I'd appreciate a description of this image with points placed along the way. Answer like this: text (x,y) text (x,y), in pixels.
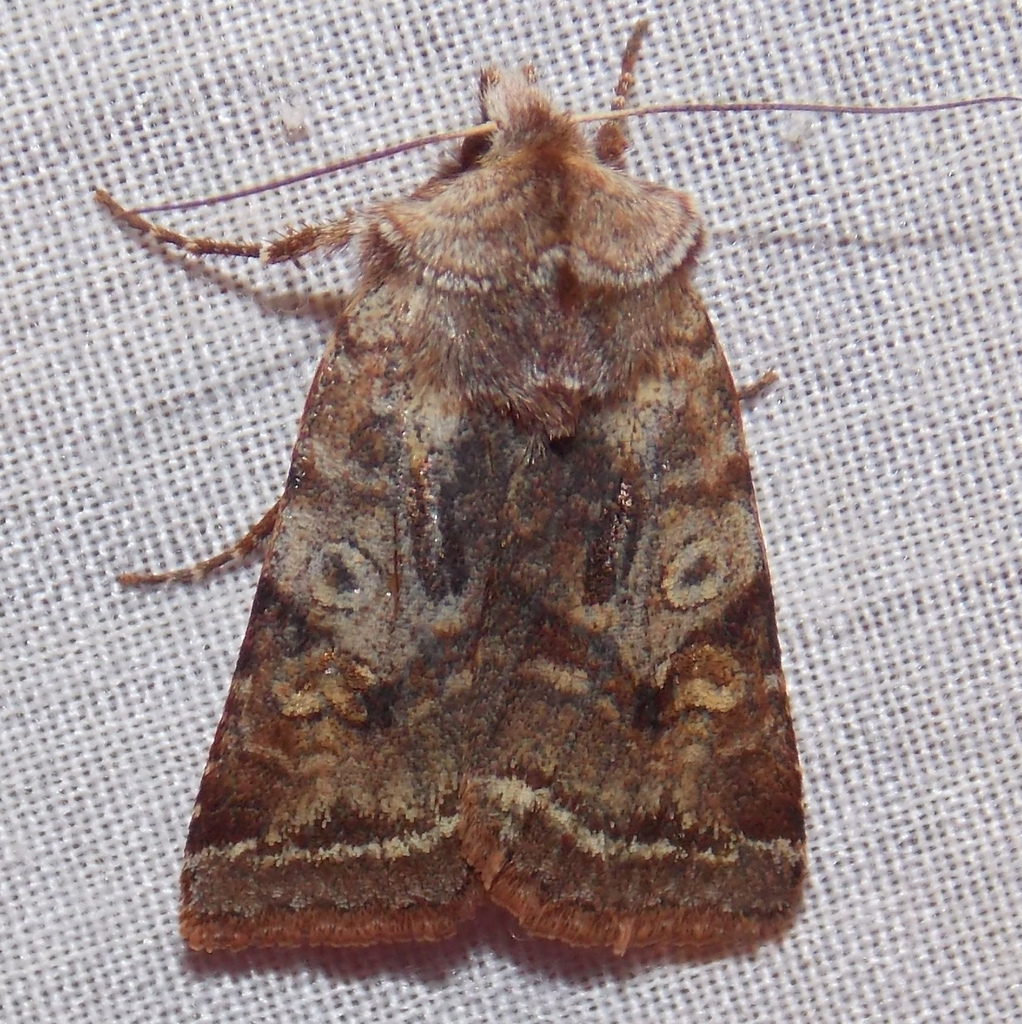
In this image there is an insect (408,486) on the surface (71,579).
